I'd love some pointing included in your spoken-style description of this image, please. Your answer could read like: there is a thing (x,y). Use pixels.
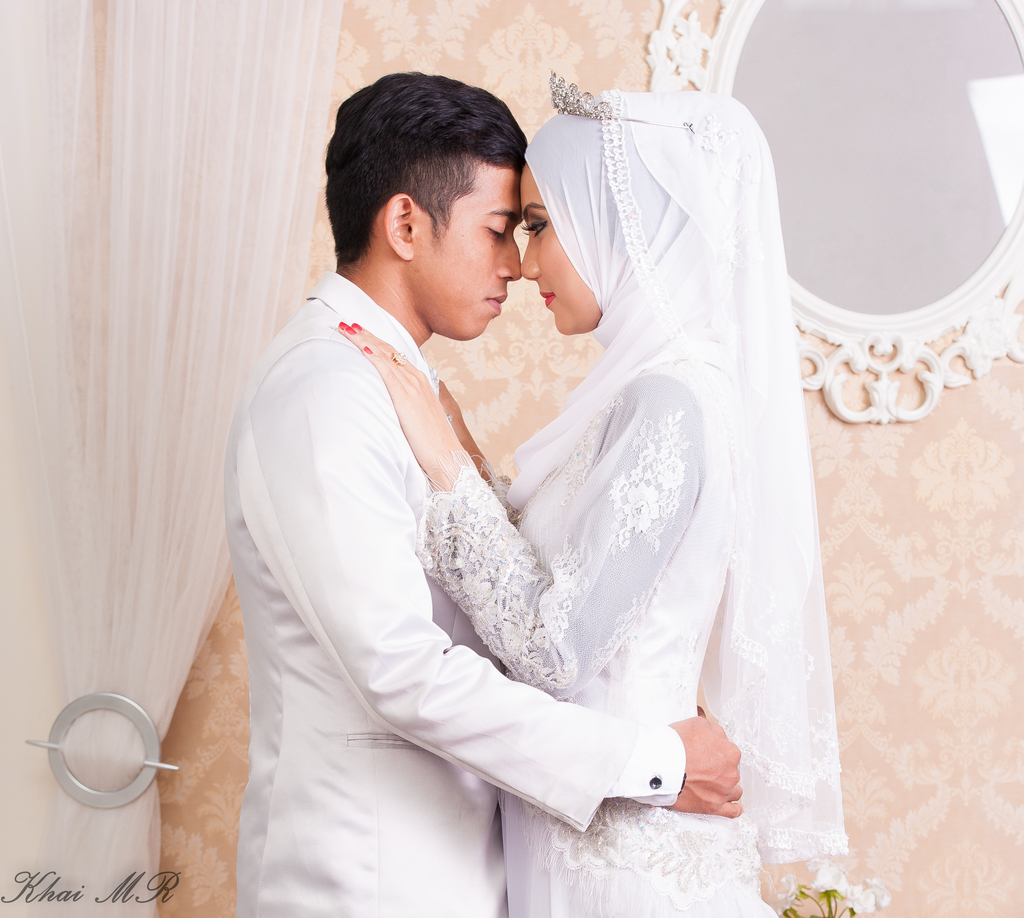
In this image, we can see a couple (598,624) standing. In the background (47,715), we can see the wall (439,63), curtain (156,713) and a mirror (817,221) on the wall (439,63).
